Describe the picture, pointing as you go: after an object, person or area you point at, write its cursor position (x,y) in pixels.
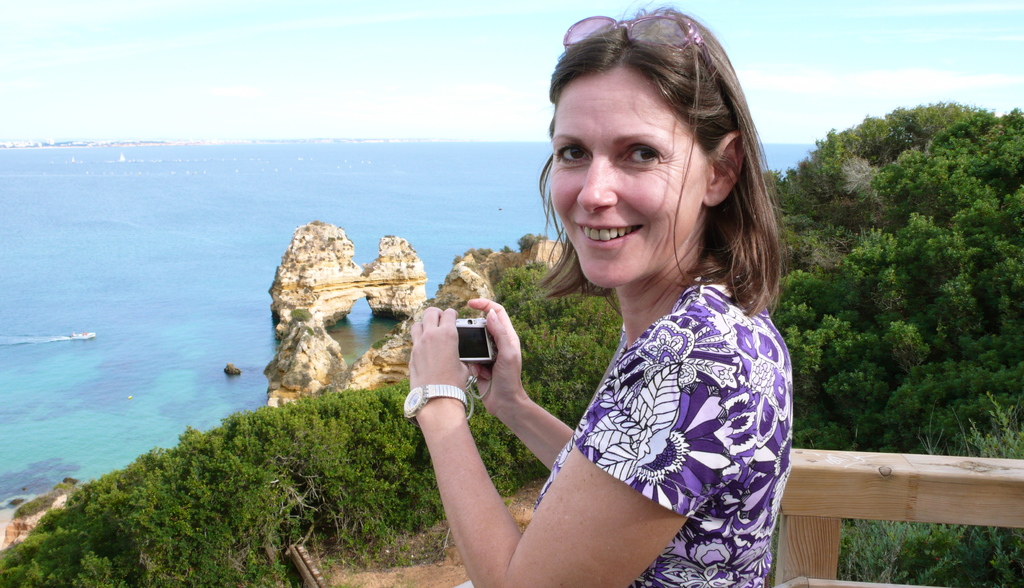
A woman (787,396) is standing and smiling, she wore purple color dress (757,403), on the left side (232,227) it is the beach (376,200). On the right side (951,307) there are trees (978,315).
